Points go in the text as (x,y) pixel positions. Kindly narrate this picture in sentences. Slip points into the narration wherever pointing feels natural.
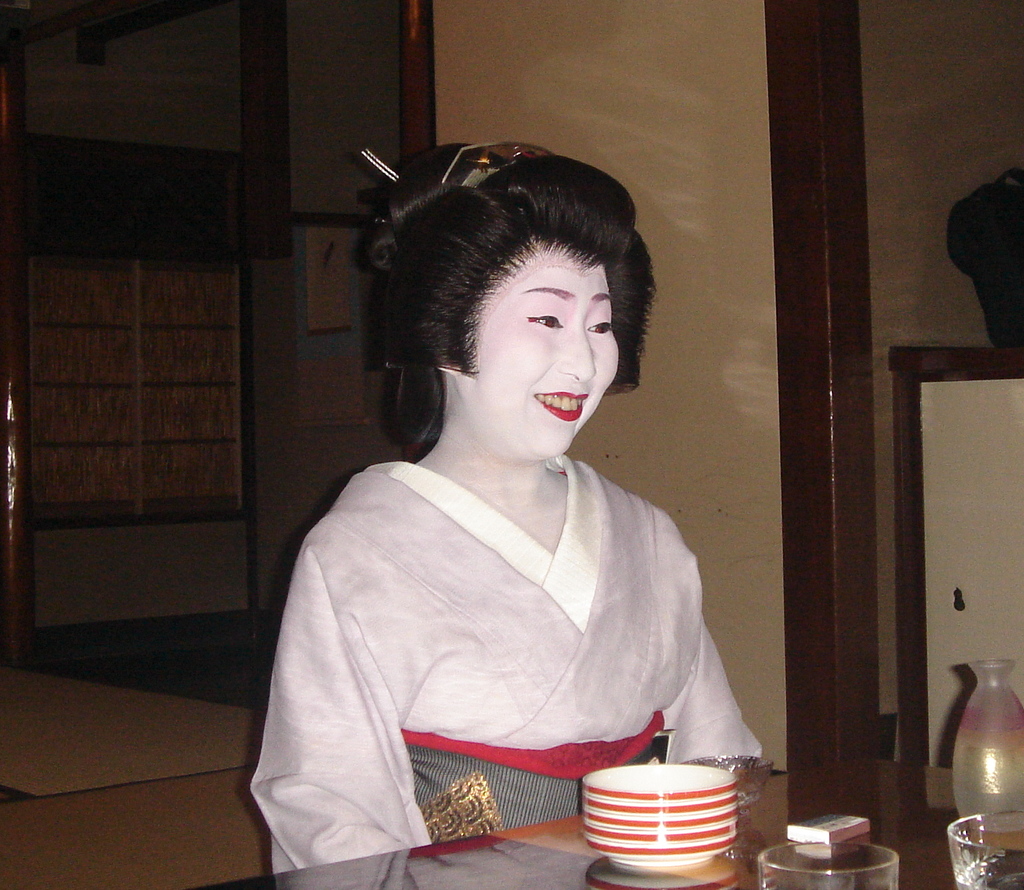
There is a woman (512,367) smiling, in front of her we can see bowl (593,773), glasses (768,849) and objects (964,797) on the table (518,883). In the background (402,86) we can see wall (357,124) and banner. On the right side of the image (948,374) we can see object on cupboard (910,430).
